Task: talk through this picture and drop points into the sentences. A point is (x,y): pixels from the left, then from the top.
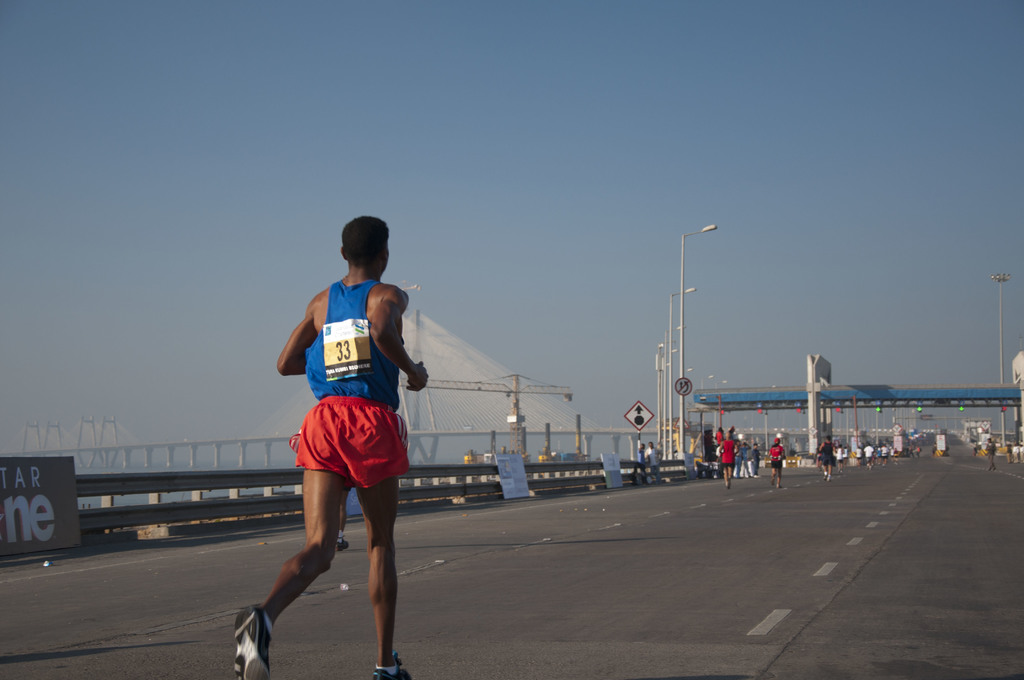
In this picture we can see some people (857,454) are running, on the right side (895,403) there is a toll gate (923,406), in the background (658,428) we can see poles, lights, sign boards (640,404) and other boards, in the background (273,441) we can also see a bridge (261,437), there is the sky (395,197) at the top of the picture (503,151).
